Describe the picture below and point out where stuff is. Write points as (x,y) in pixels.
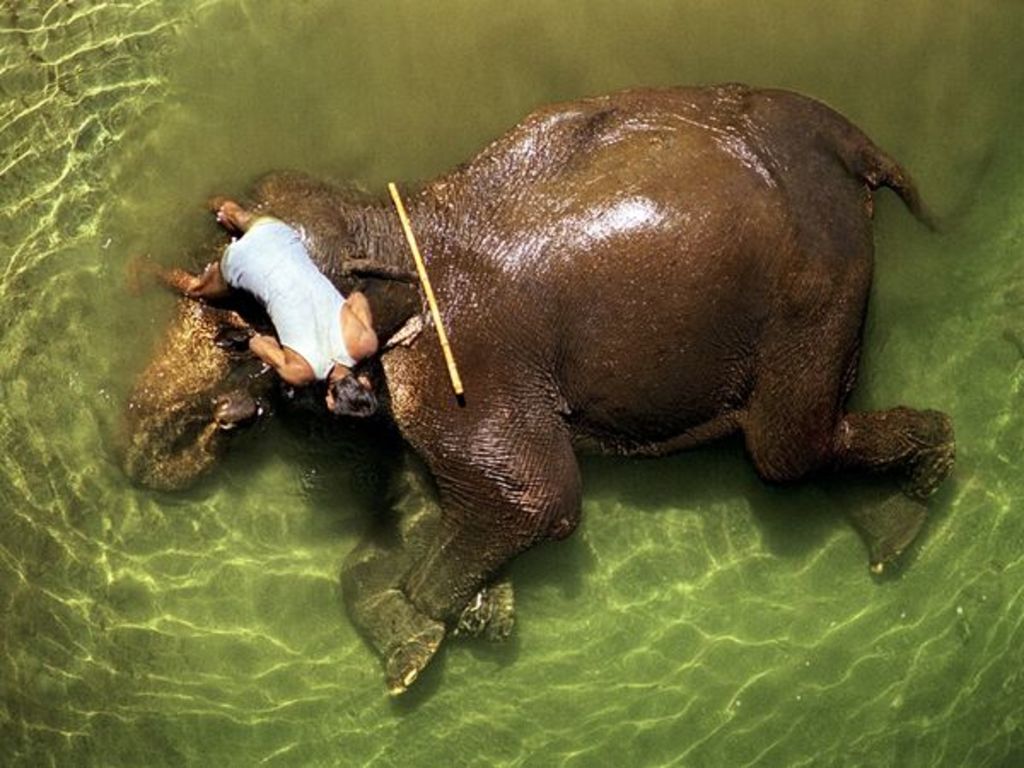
In the image we can see there is an elephant (546,380) lying in the water (386,466) and there is a person (306,318) lying on the elephant (420,360). There is a stick (453,382) on the elephant (442,421).
